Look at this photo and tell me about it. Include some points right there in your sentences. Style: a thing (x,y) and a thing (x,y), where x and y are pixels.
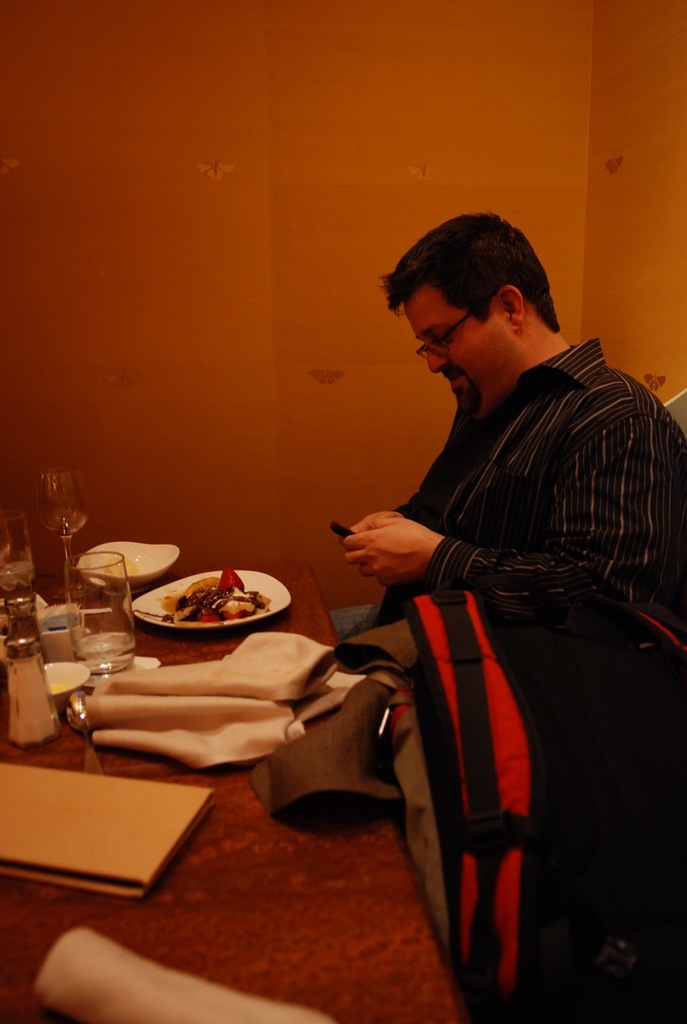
In this image there is a man (519,473) sitting with a bag (452,875) near a table (362,941) and there are file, napkin (181,716), food (188,600), plate (167,619), glass (122,575), salt (18,728) and pepper (28,607), bowl (73,669) and the back ground (237,531) there is a wall (301,229).
